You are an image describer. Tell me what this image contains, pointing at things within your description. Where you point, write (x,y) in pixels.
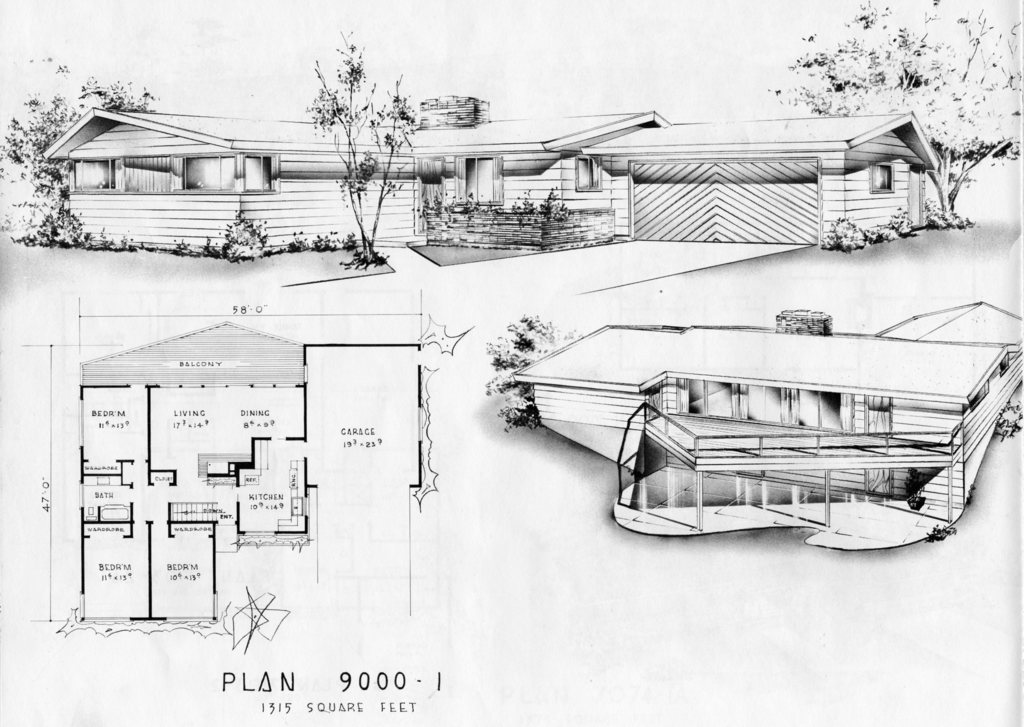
This is the sketch of the houses (279,222), trees (1003,125) and a map (160,496).
